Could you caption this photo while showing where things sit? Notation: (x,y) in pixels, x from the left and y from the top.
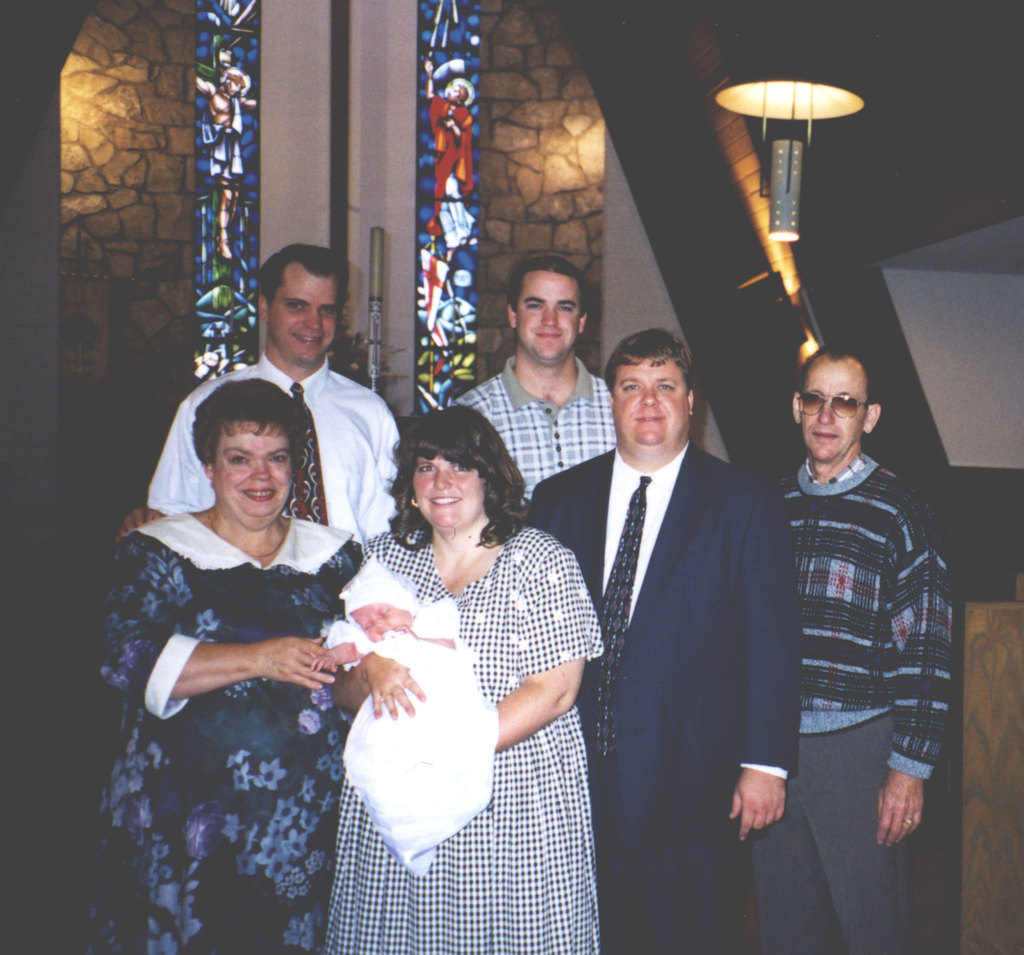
Here we can see people (915,562). This woman (471,434) is holding a baby (358,740). This is light (790,103).
